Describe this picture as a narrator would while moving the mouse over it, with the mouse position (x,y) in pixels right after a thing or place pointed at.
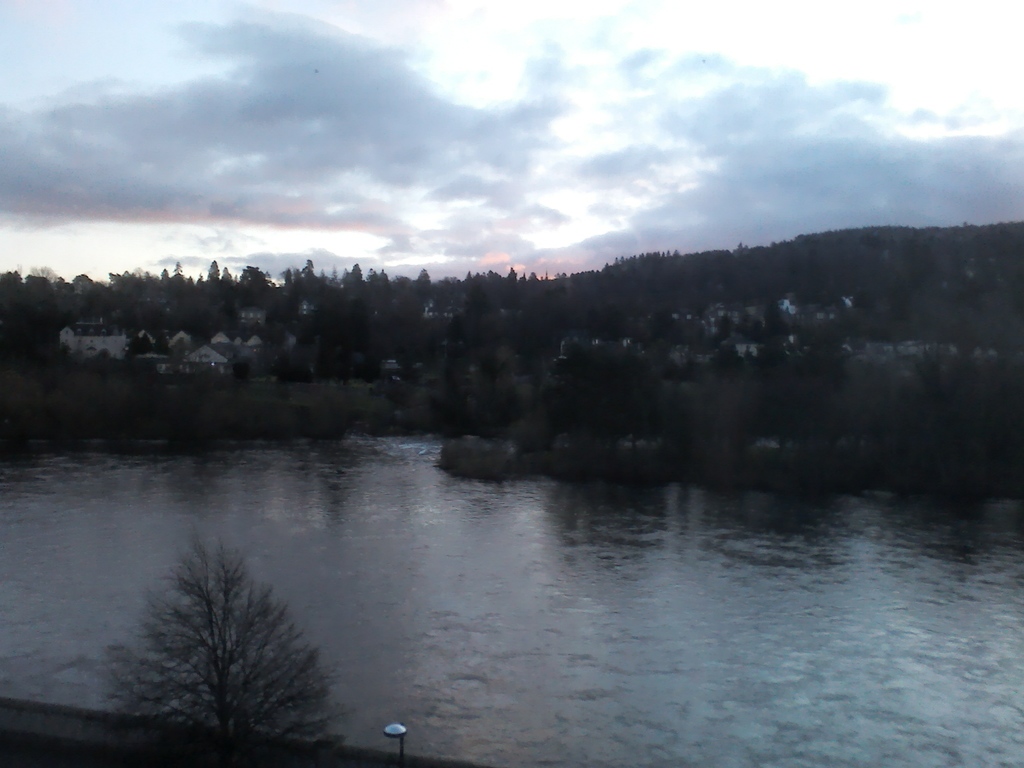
In this image in the front (567,609) there is water (487,540). In the background (638,337) there are trees (387,309) and the sky (514,118) is cloudy.
